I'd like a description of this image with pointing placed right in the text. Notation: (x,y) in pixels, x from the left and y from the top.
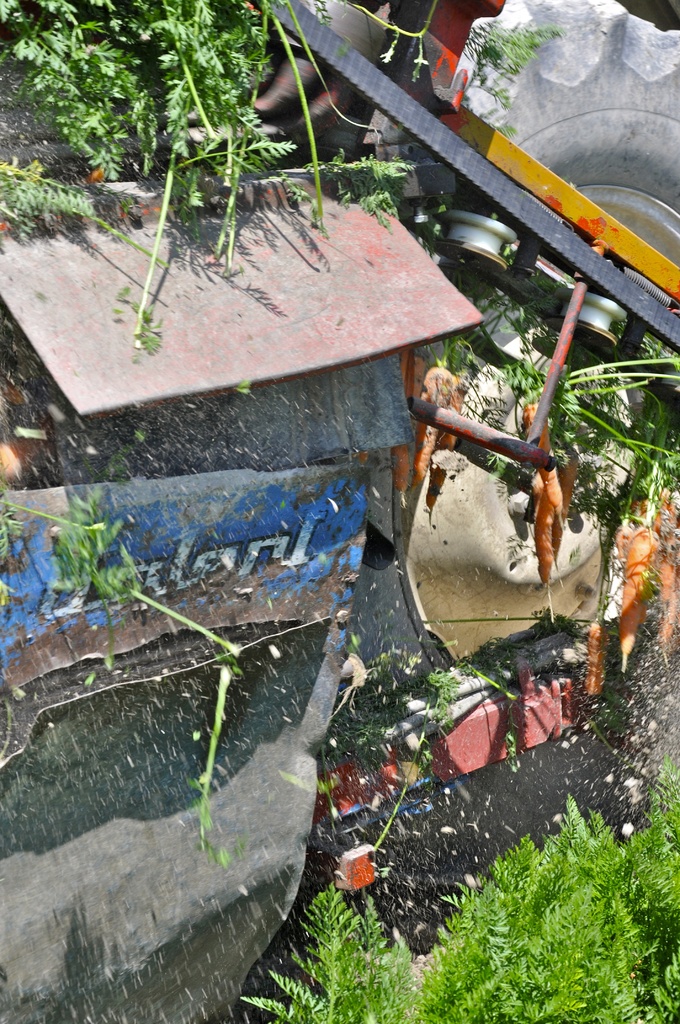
In this image I can see a plant (606,927) in green color, at back (45,392) I can see a machine (516,714), at right (671,146) I can see a wheel (618,133) and some objects (467,160) in yellow and gray color.
